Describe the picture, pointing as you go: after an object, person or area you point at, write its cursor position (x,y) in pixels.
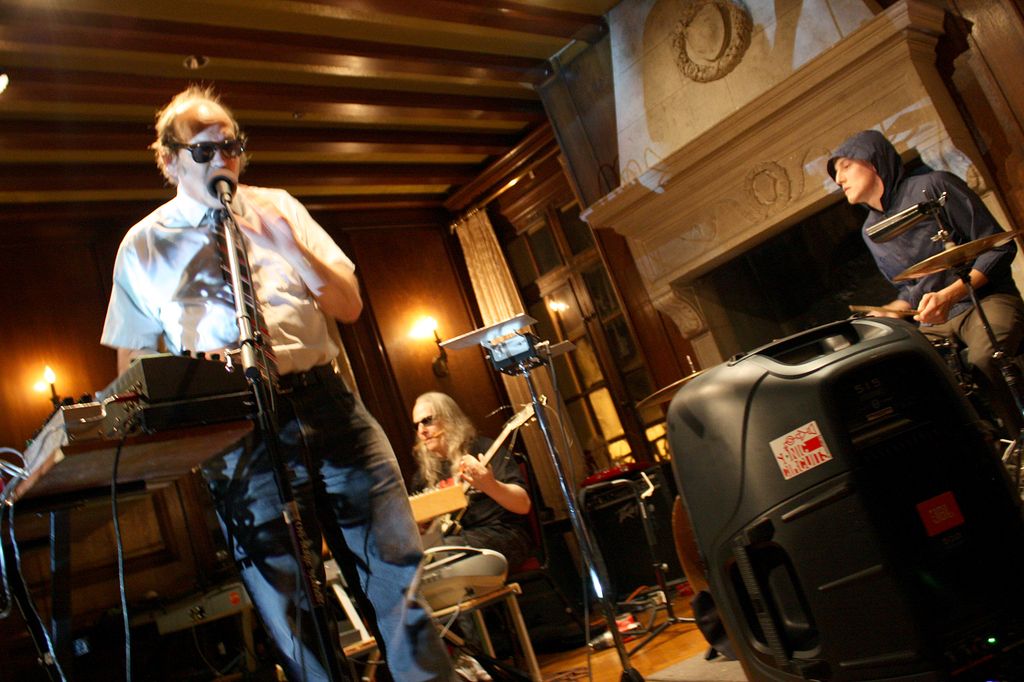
In this image I can see three persons (346,497). In front (359,506) the person (329,486) is standing and I can also see the microphone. In the background (484,507) I can see two persons (452,534) playing few musical instruments (418,502) and I can also see few lights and the wall (80,330) is in brown color.
